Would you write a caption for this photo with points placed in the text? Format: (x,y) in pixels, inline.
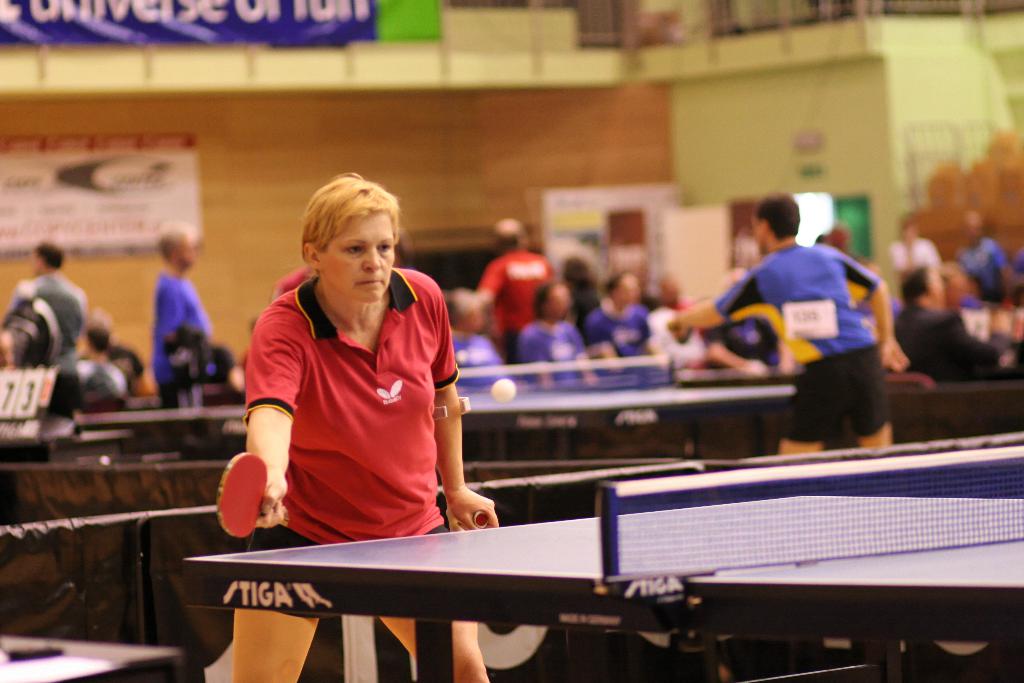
It is sports area (150,582) or sports room (720,195), an athlete (406,458) is playing table tennis behind her there are also other people (763,302) they are also playing the same game in the background (267,130) there is a wooden wall (301,138).
